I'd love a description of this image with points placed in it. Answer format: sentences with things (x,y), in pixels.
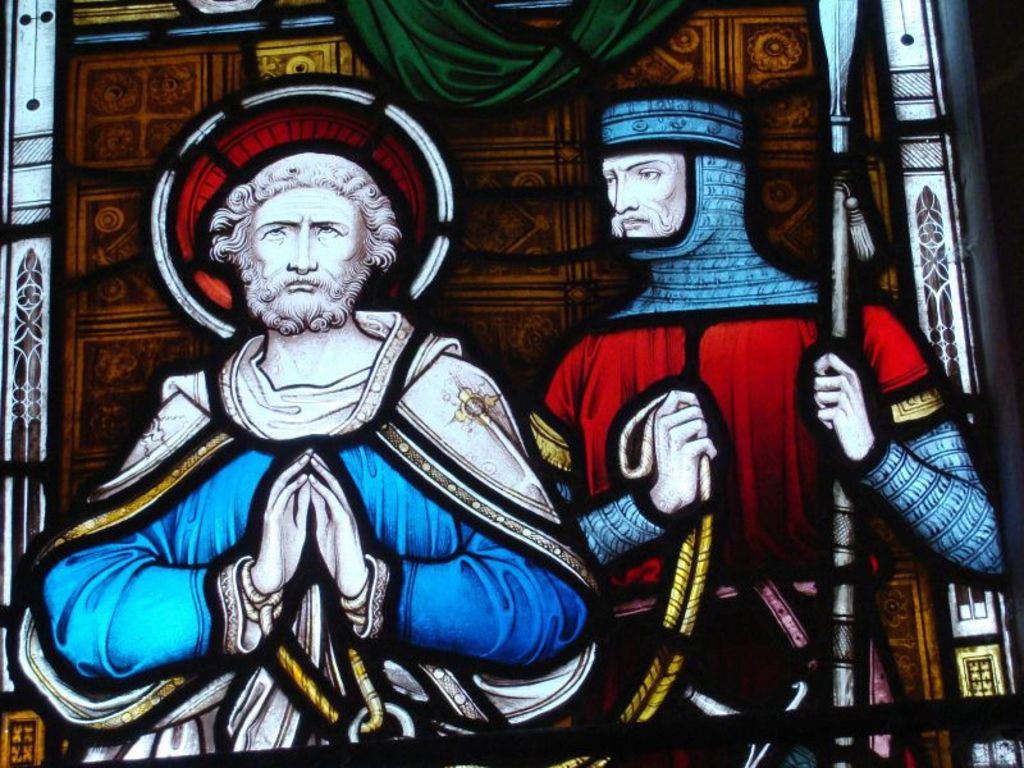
In this image we can see pictures (242,426) of men (322,255) on the glass (644,186).
